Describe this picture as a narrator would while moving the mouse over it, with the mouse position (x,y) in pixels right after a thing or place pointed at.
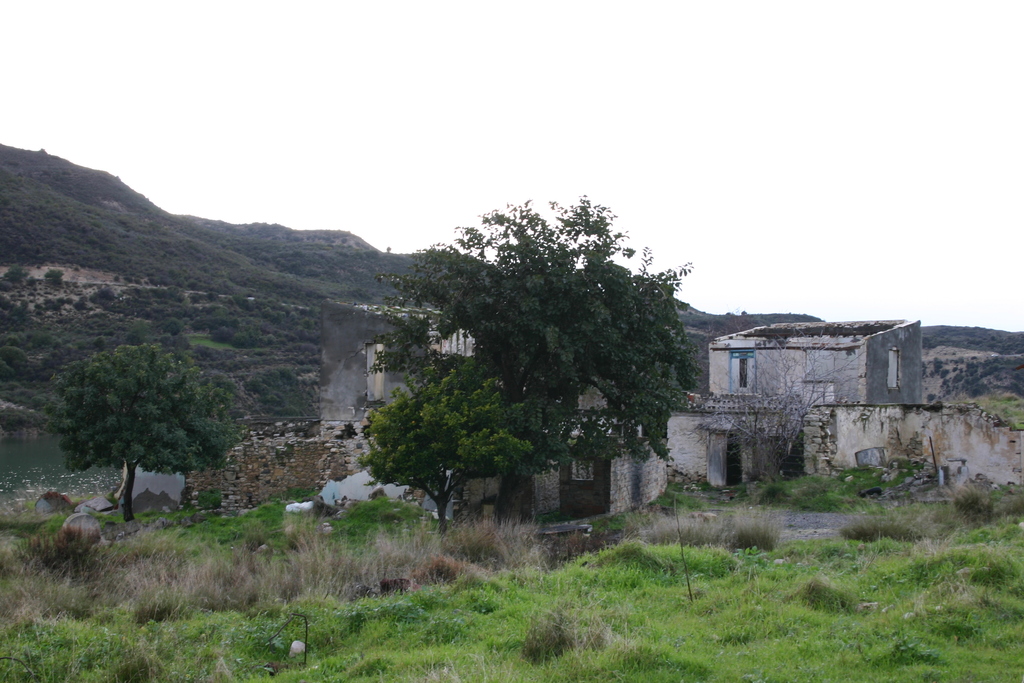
In this image we can see some buildings (584,481) with windows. We can also see some grass (590,551), plants (601,549), trees (581,341) and a water body (65,484). On the backside (223,394) we can see a group of trees (145,247) on the hills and the sky (770,171) which looks cloudy.
